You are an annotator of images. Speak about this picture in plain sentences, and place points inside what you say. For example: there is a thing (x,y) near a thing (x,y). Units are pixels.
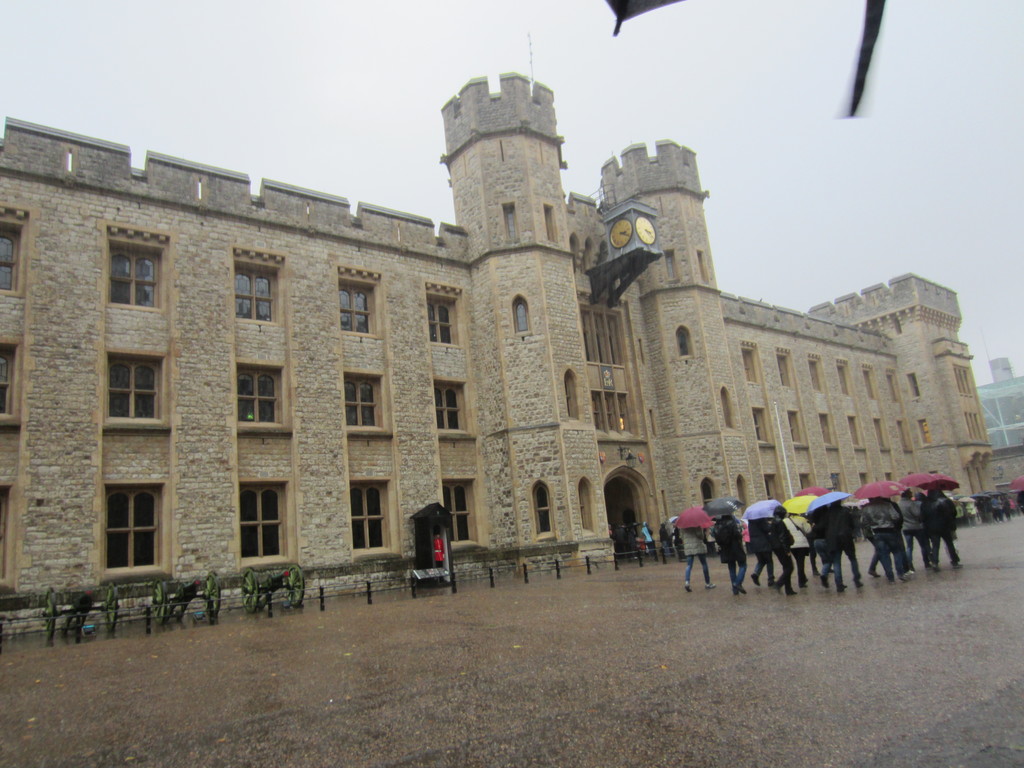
In this image I can see the group of people (722,538) with different color dresses (791,549). I can see these people (753,554) are holding an umbrellas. To the side of these people (839,532) I can see the poles (454,588) and the buildings (398,426). In the background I can see the sky (386,122).
